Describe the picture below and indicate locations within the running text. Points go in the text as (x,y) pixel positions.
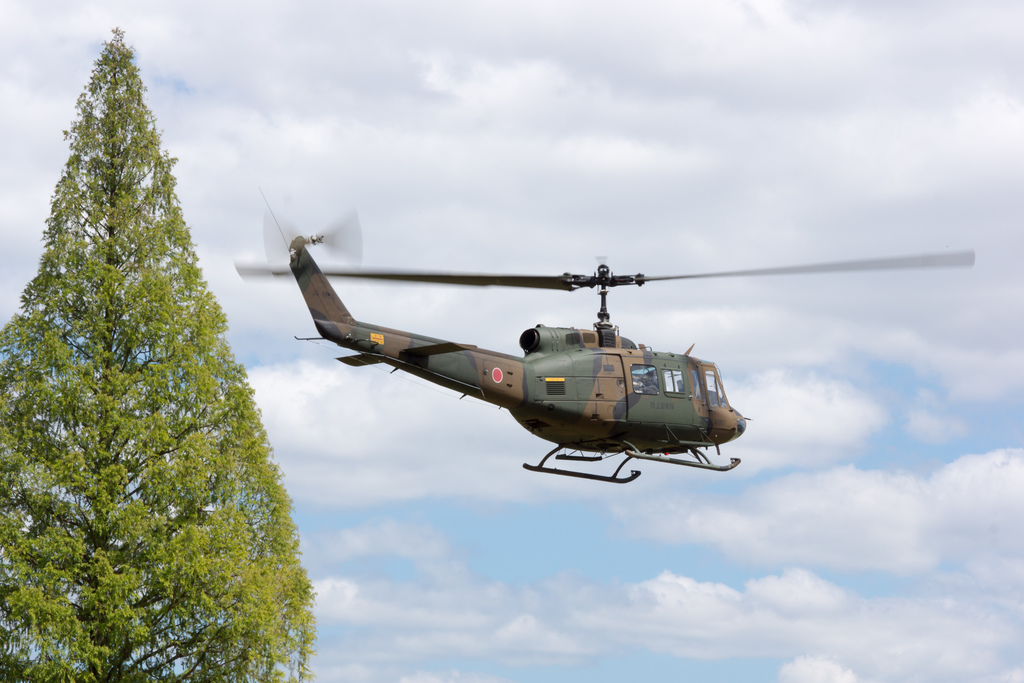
On the left side of the image (109,244) there is a tree (98,403). In the image there is a helicopter (382,339) in the air. In the background (884,100) there is a sky (269,159) with clouds (229,217).
